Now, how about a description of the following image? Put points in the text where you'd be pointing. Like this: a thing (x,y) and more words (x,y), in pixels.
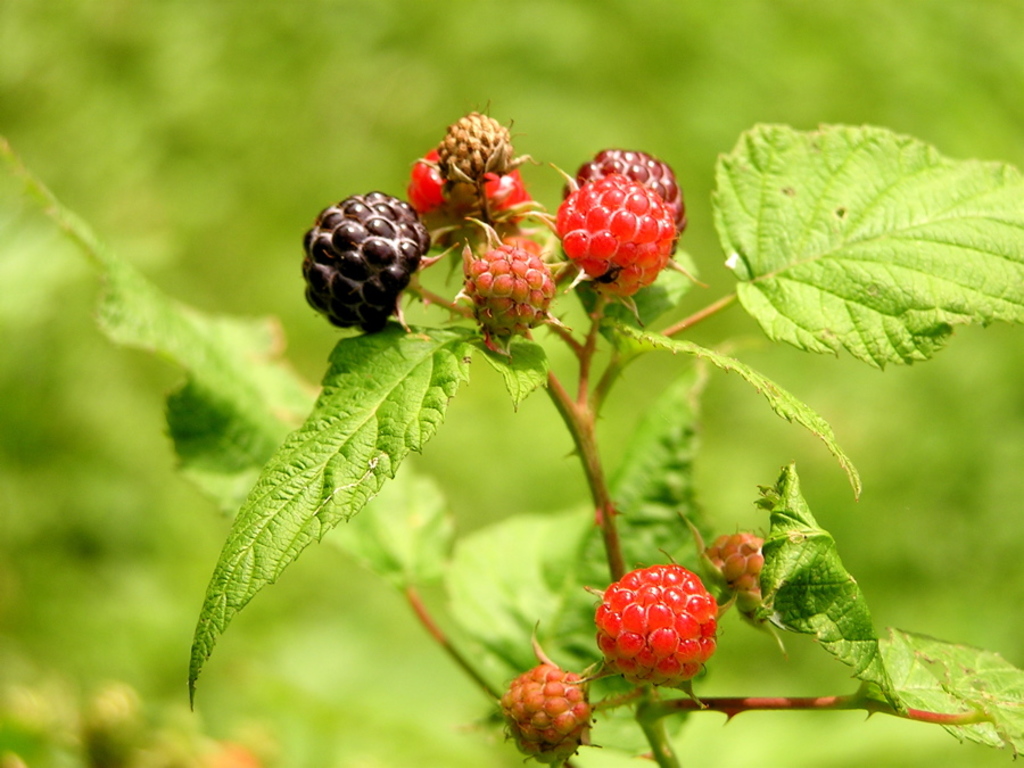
In this image I can see few fruits (660,658) in red and black color and few plants (520,637) in green color.
